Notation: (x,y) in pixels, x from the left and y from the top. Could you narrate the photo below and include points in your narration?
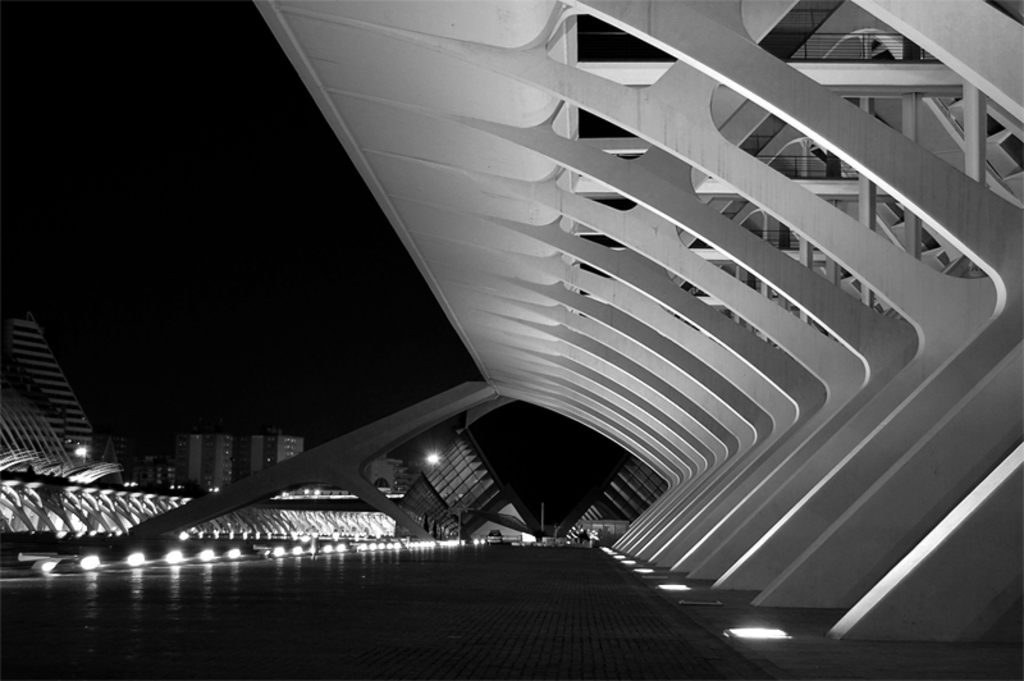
There is a bridge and an architecture (648,379) in the foreground area of the image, there are buildings (250,453) and light (235,554) in the background (265,447).
